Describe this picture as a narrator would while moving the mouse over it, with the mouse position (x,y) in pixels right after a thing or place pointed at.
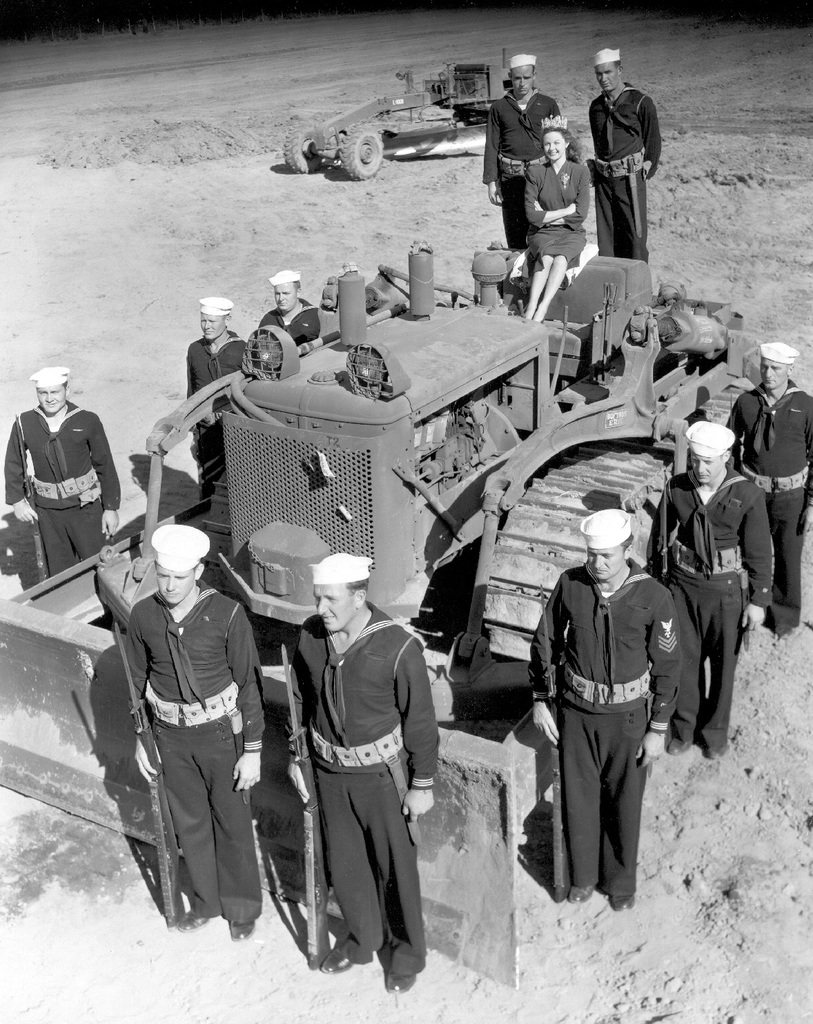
There are people (799,408) standing and these people (768,450) holding guns (307,810). We can see vehicles (346,162) on the surface (348,102).
